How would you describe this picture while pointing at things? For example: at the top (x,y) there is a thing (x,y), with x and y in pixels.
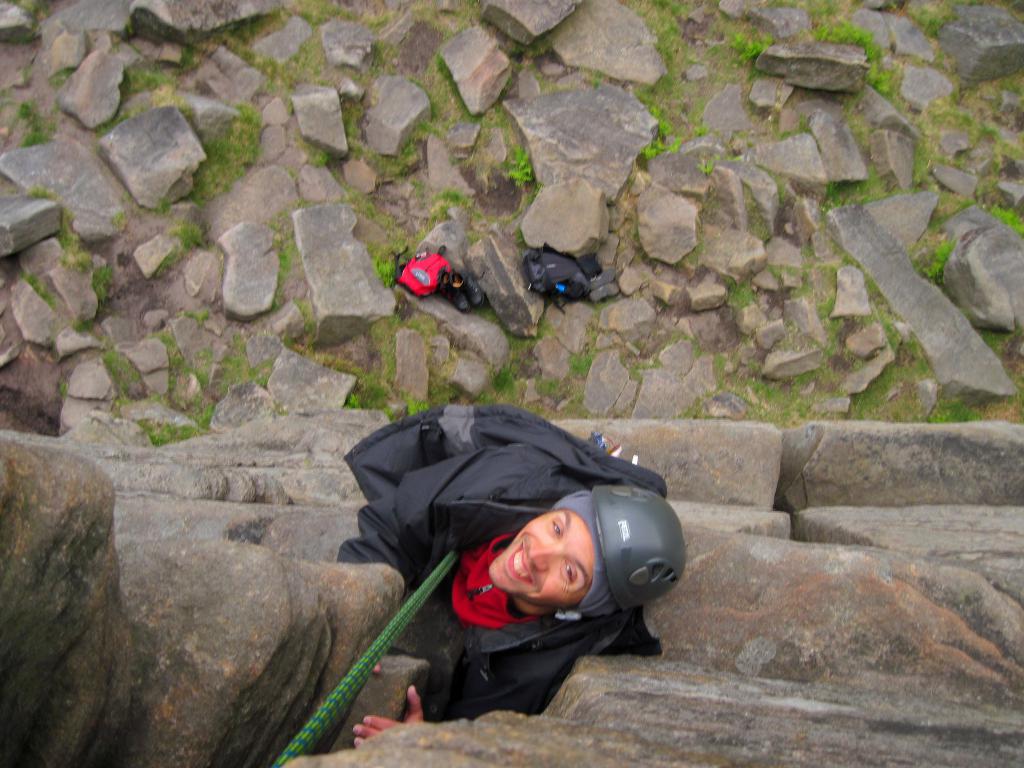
In this picture we can see a person (418,491) climbing rocks (264,746) with the help of rope (325,711), down we can see some rocks (334,211), grass (489,312), bags (432,288) and shoes (464,283).
